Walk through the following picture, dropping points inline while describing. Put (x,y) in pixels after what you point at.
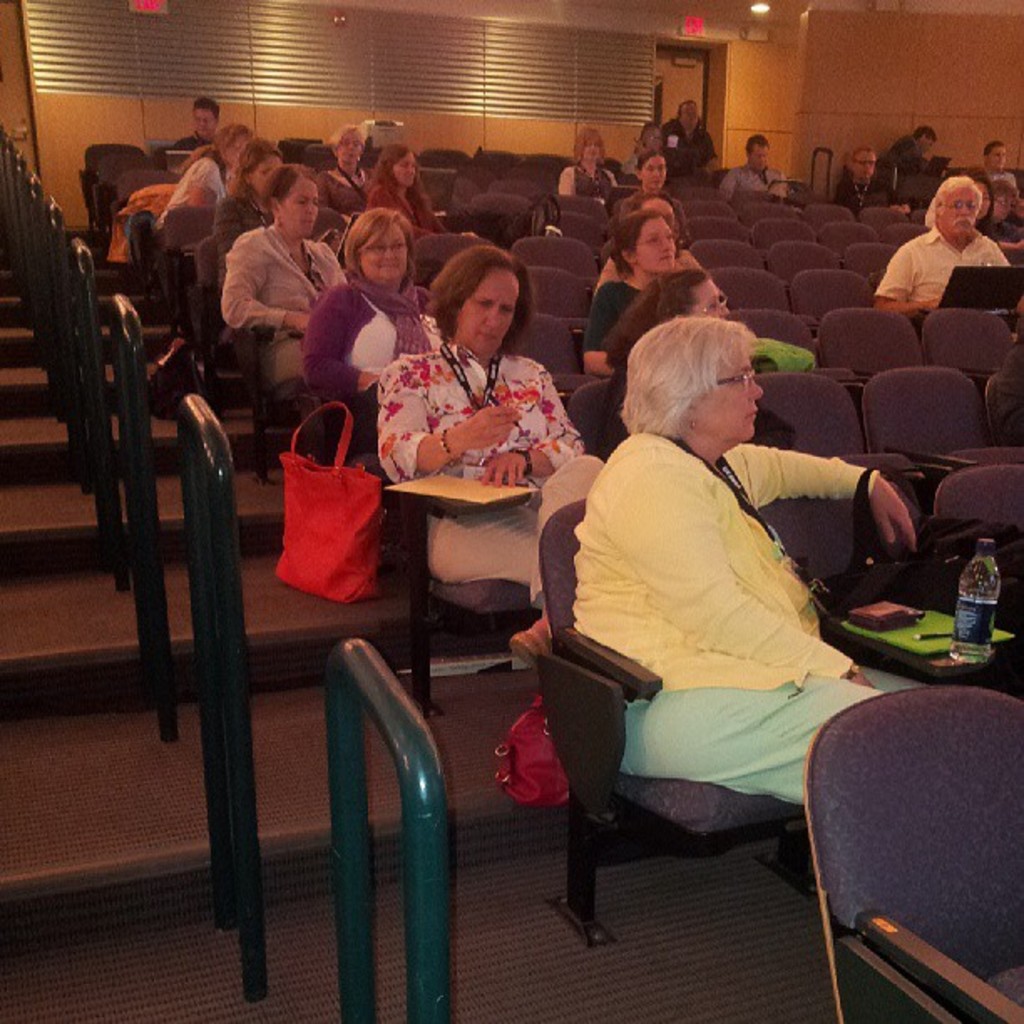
This picture might be taken in a theater (620,454) or a hall (786,291). In the picture there are many seats (783,232). On the left side of the image (240,499) there is railing (359,968) and staircase (58,598). In the background (390,34) there is wall (556,83). In the top right (692,98) there is a door (665,70) on the right (901,635) there is a water bottle (990,552) book (914,634) and a pen (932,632).
